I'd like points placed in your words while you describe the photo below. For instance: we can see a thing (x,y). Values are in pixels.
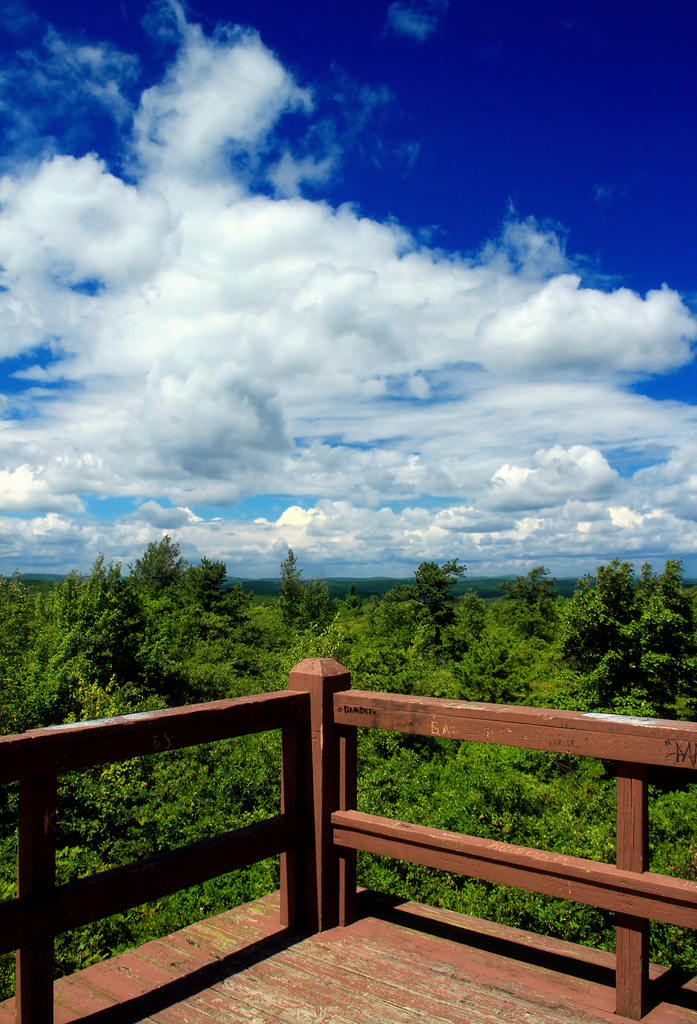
In this picture I can see the platform (246,918) and the railing (328,877) in front (342,1000) and in the middle of this picture (289,552) I can see number of trees (225,607). In the background (233,555) I can see the sky (375,363).
